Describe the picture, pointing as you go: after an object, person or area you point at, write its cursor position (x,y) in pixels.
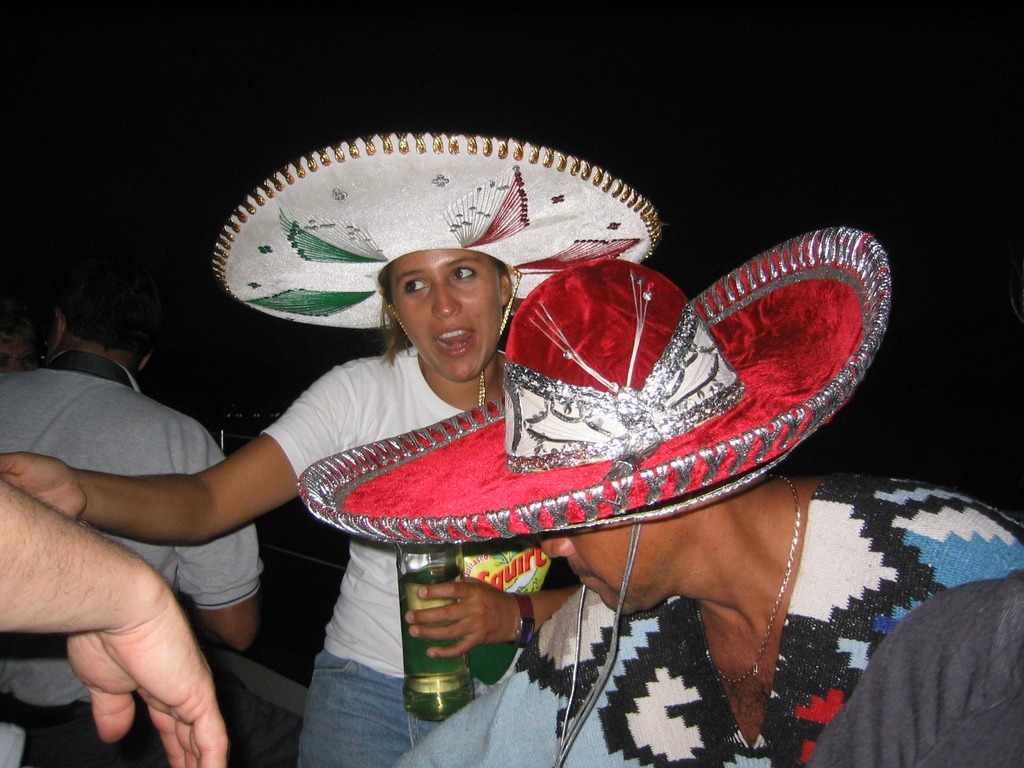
In this image, we can see two persons (677,662) wearing clothes (360,606) and hats (596,416). There is a person (420,366) in the middle of the image (424,281) holding a bottle (418,661) with her hand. There is an another person (157,450) on the left side of the image (62,430).
